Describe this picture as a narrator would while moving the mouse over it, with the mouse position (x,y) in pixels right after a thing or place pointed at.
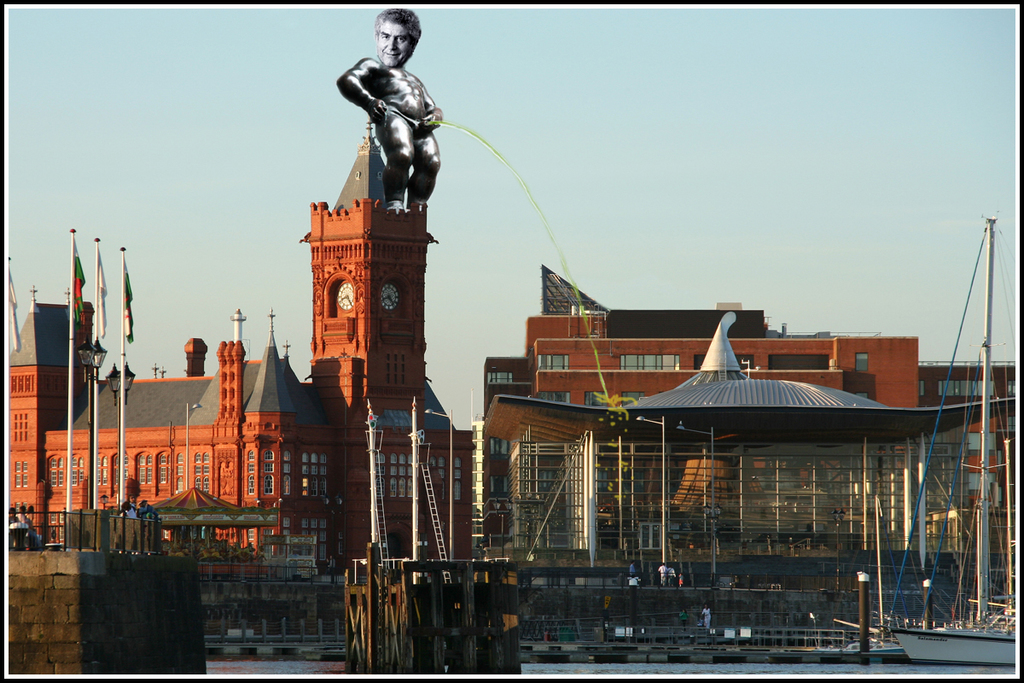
On the left side (145,504), there are three flags (125,266) attached to the three white color poles (123,474), there are persons (126,510), there is a fence (148,527) and there is wall (207,615). On the right side (1010,634), there is a boat (962,619) on the water (879,665). In the background (358,97), there is an animated image (390,114) of a person (390,88) standing on a tower (393,242) of a building (402,366), which is having a roof (274,366), and clocks (351,298) on the walls (389,263) of the tower (386,426), there are buildings (663,363) and there is sky (610,65).
